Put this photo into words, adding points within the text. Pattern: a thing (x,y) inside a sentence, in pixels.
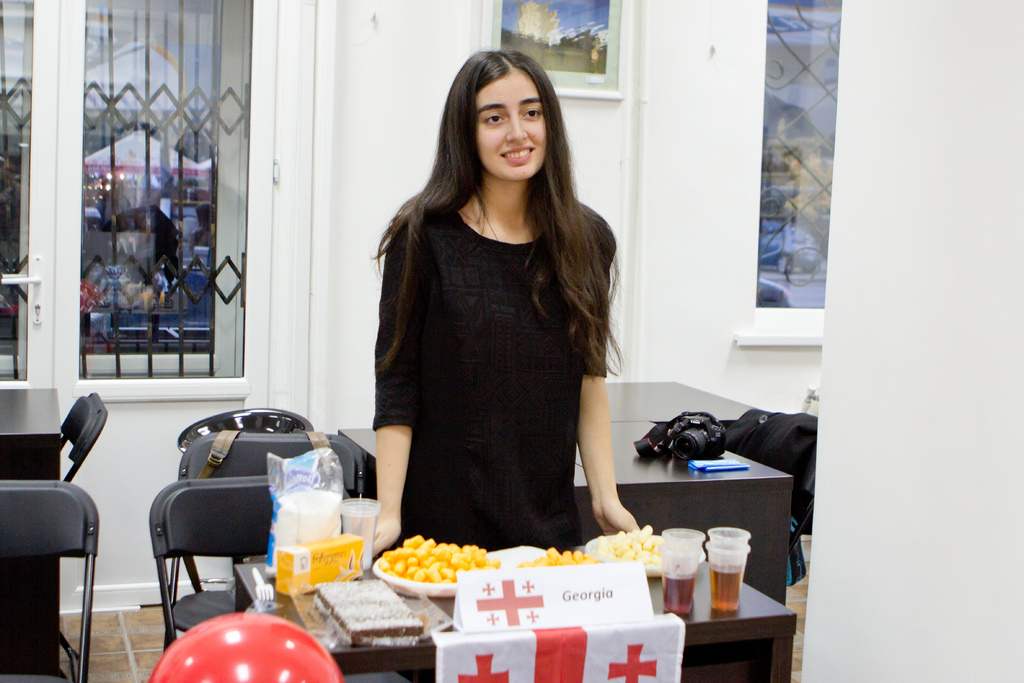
A girl (519,133) is standing at a table (453,608) with some eatables (331,524) on it.
